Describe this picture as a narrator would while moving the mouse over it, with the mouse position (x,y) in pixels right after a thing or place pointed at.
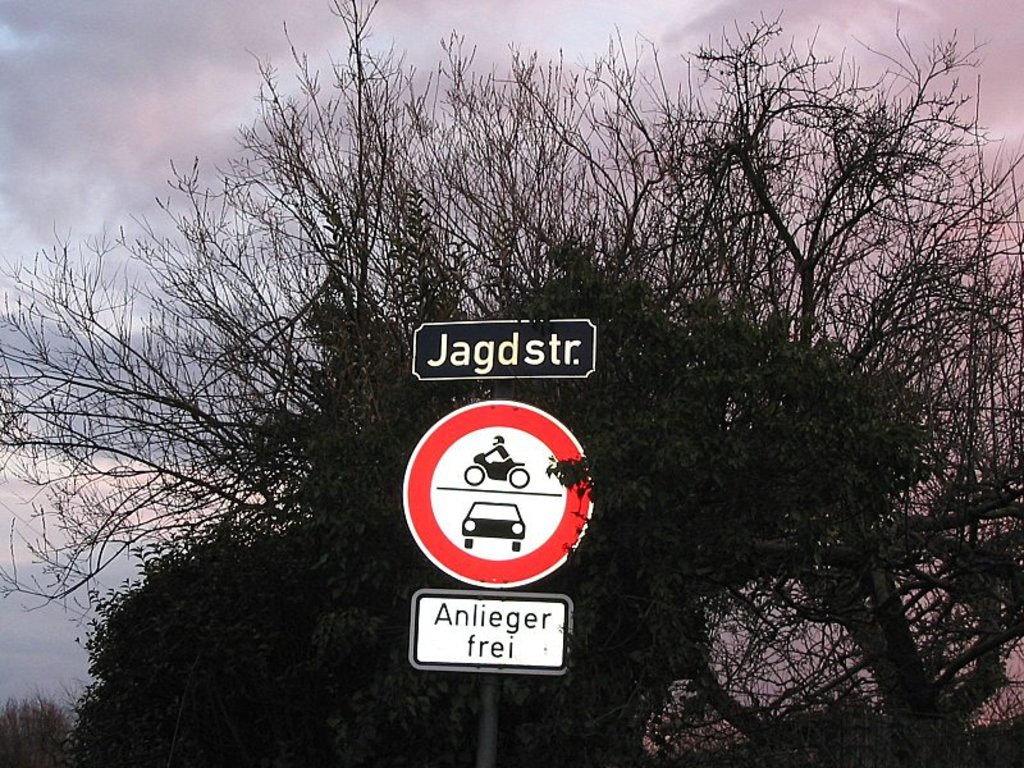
In the background (793,50) we can see sky (43,40) and trees (588,269). Here we can see sign board (498,479) and two other boards (494,601) on a pole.
